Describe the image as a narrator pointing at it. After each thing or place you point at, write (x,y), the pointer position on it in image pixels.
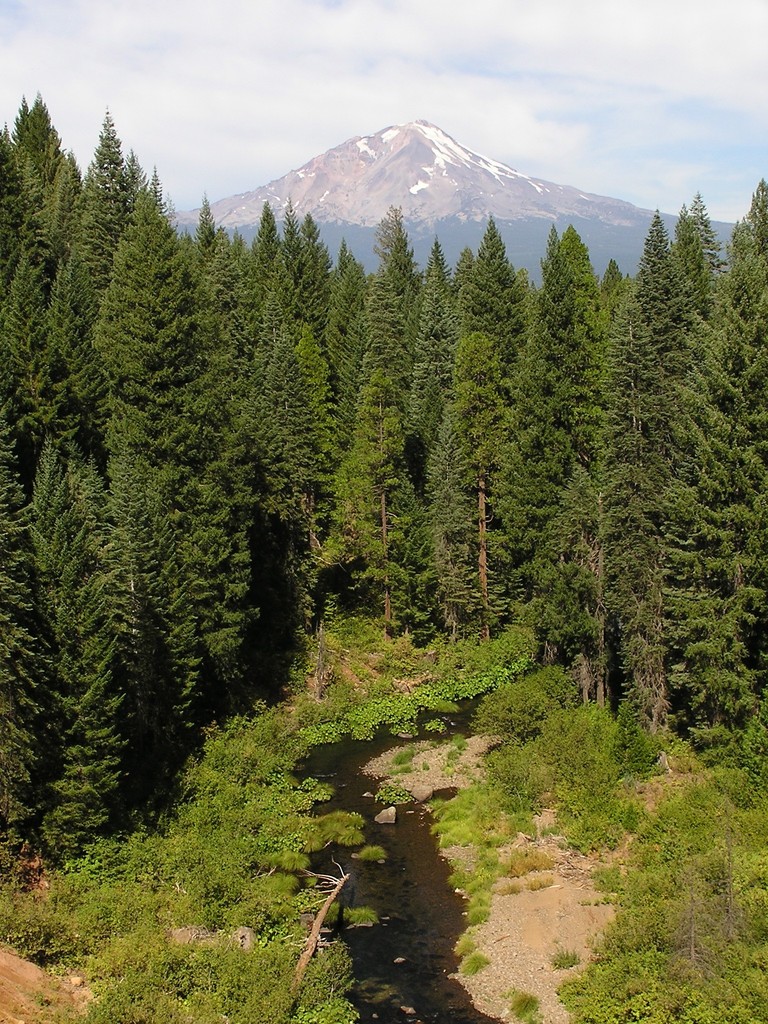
In this picture we can see few trees (453,460), in the background (452,166) we can find a hill (413,190) and clouds (416,115).
